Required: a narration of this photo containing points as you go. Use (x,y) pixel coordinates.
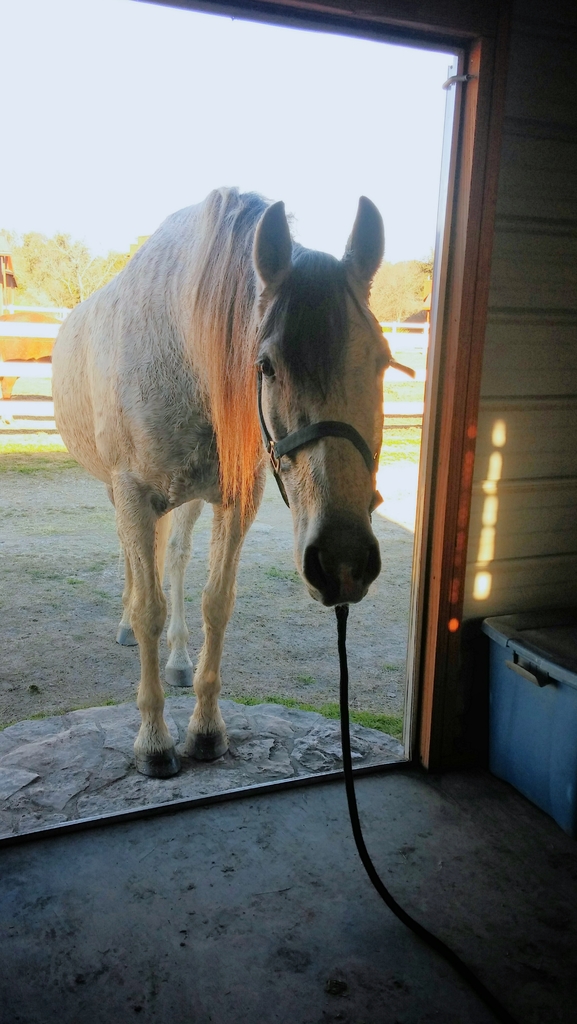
In the image there is a horse (143,499) tied to a rope (408,910) standing outside of an entrance (393,173) and in the background (98,235) there are trees (377,302) and above its sky (208,97).
